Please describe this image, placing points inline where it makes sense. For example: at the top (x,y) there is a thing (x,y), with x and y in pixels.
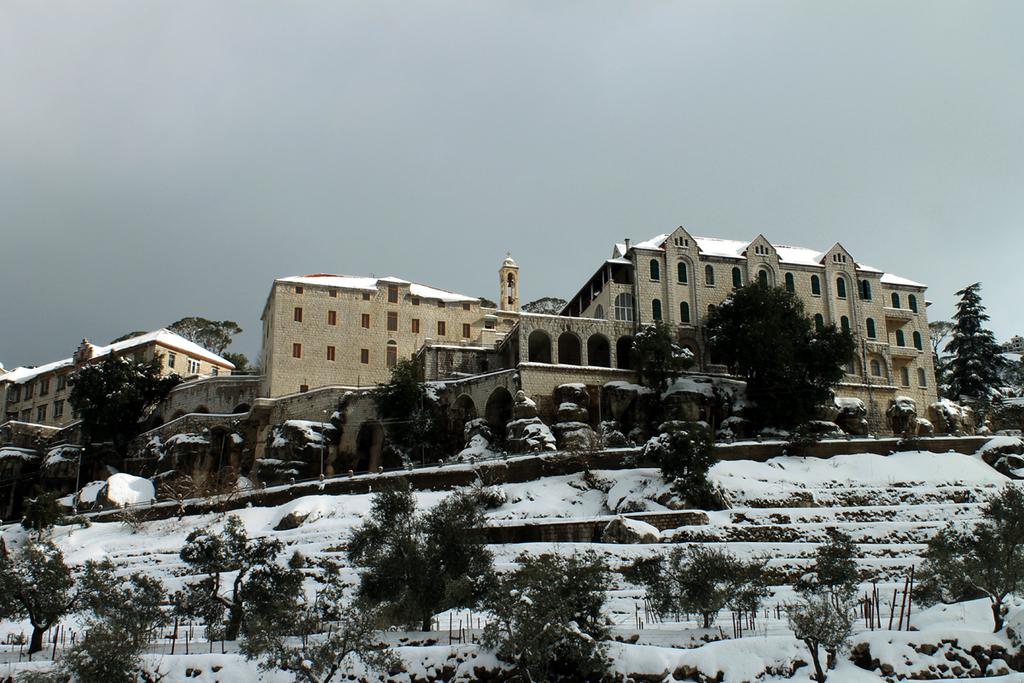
In the center of the picture (560,436) there are trees (124,404), stones (337,440) and buildings (33,409). In the foreground (25,643) there are trees (281,581), poles (870,607) and snow (713,530). Sky (287,209) is cloudy.
